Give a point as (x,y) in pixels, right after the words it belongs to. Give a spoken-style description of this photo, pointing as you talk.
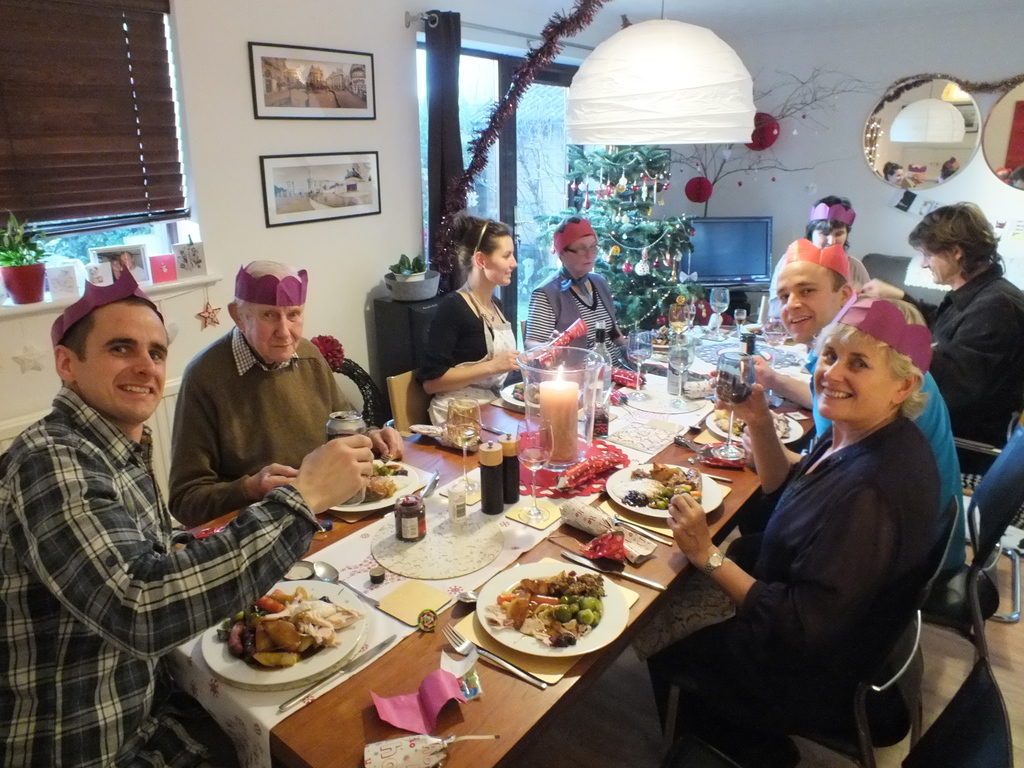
In this image I can see group of people (324,487) sitting on the chairs (901,708). In front of them there is table (351,710). On the table (623,581) there is a plate (612,623) with food (555,618), glasses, spoons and forks (463,642). To the left (18,264) there is a flower pot (30,272) and a window (100,230). In the back ground (619,250) there is a television (726,245), Christmas tree (629,295), mirrors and frames (300,91) on the wall (385,155).
